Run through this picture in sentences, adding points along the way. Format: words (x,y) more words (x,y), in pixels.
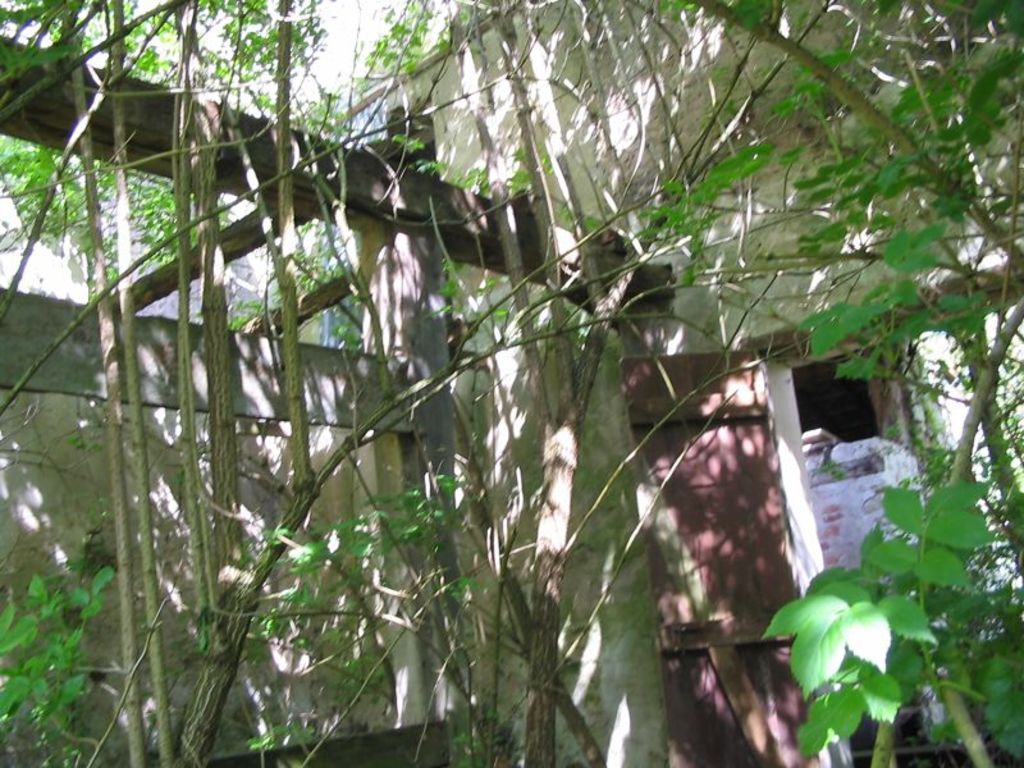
This image consist of plants (797,674) and there is a door (740,535) and there is a wall (271,364).
